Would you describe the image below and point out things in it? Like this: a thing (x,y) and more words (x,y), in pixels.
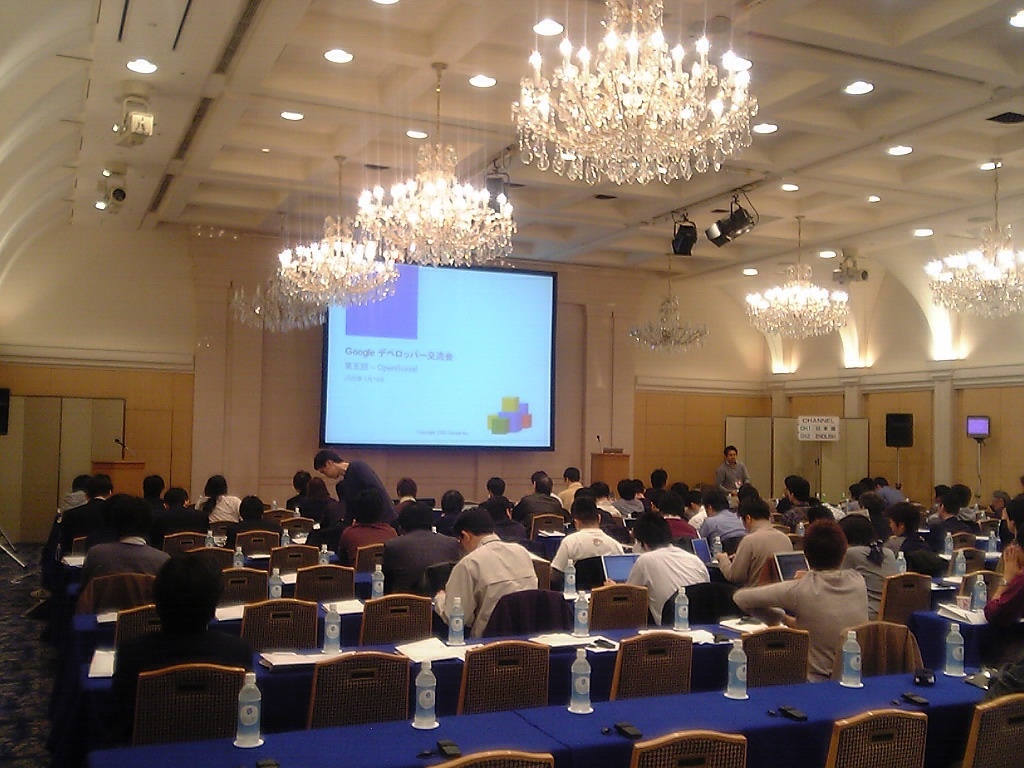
In this image i can see a group of people (472,613) sitting on chairs (635,621) with a table (415,733) in front of them and on the table (401,727) i can see water bottles (429,693) and some electronics gadgets (618,732). In the background (367,393) i can see a projection screen (446,390), a chandelier (435,243) and roof (332,104).
